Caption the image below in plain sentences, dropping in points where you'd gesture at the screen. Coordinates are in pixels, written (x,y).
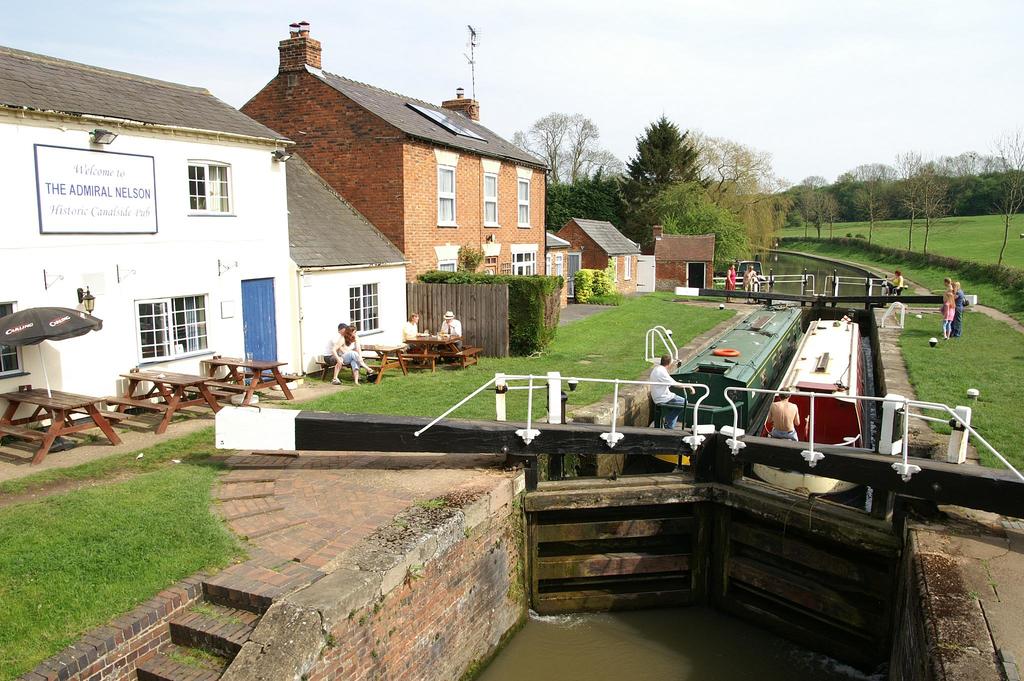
This picture is clicked outside. In the foreground (710,659) we can see the water (585,665), stairs (248,611), metal rods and some persons (662,390) sitting on the benches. In the center (348,329) we can see the group of people (408,338) sitting on the chairs (323,361) and we can see the tables (211,372), black color umbrella (101,320), there are some persons (959,316) seems to be standing on the ground (973,327) and there are some objects (760,327). In the background (626,172) we can see the sky (945,117), green grass (666,293), trees (568,202) and buildings (354,238). On the left (131,213) there is a text (82,214) on the building (157,144) and we can see the lights (109,133) attached to the wall (212,145) of a building (234,191), we can see a blue color door (246,309) and the windows (207,306).
